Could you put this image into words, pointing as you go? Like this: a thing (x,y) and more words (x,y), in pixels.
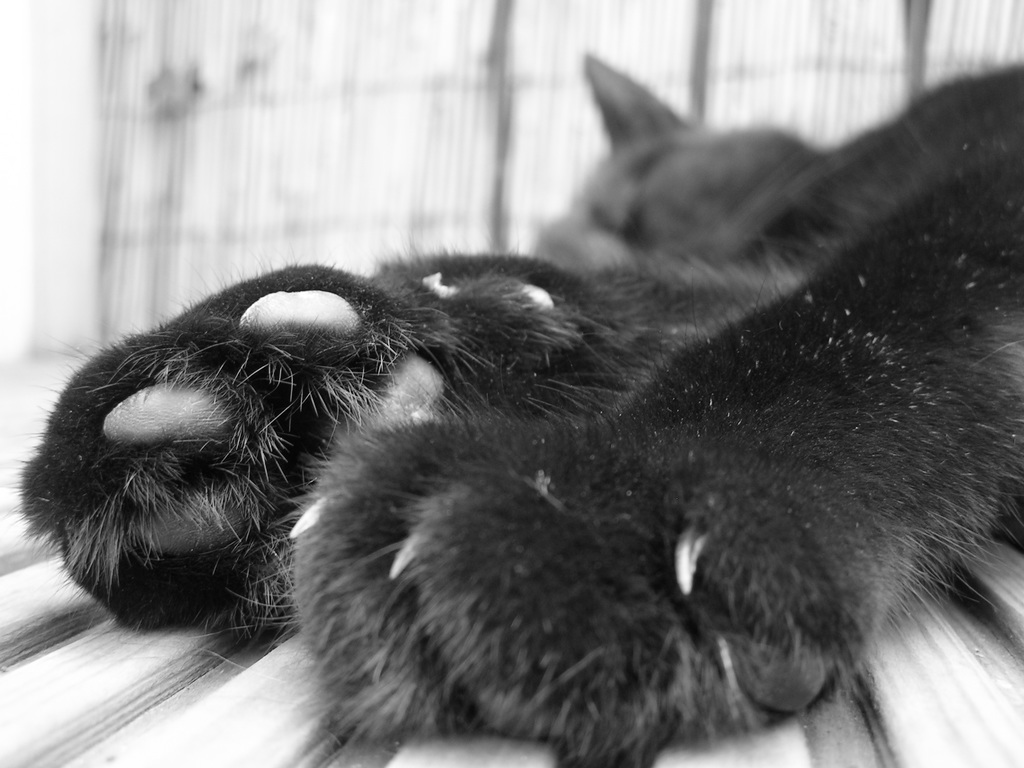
In this image a animal (581,407) is lying on the floor (759,763). Behind it there is a curtain (446,164).
